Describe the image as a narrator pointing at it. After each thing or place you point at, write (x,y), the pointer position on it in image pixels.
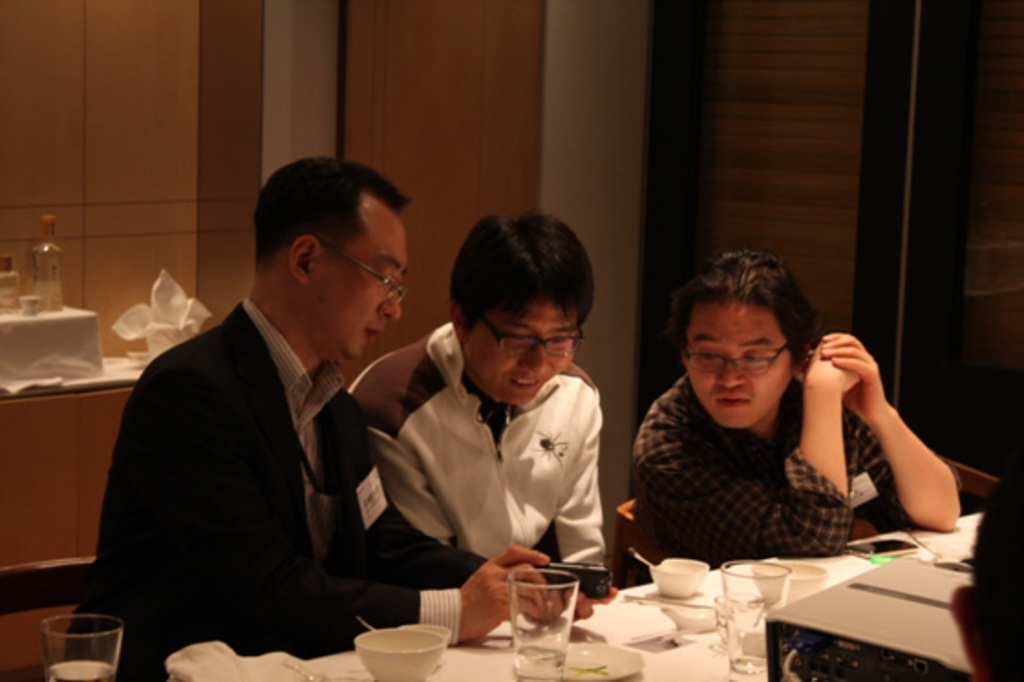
In the center of the image (378,411) there are three people (373,497) sitting on the chairs (641,541) before them there is a table (678,663) and there are glasses (730,626), cups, bowls (370,663) napkins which are placed on the table (598,625). In the background (70,515) there is a cup board (71,427) and there are bottles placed on the cupboard (58,471).
